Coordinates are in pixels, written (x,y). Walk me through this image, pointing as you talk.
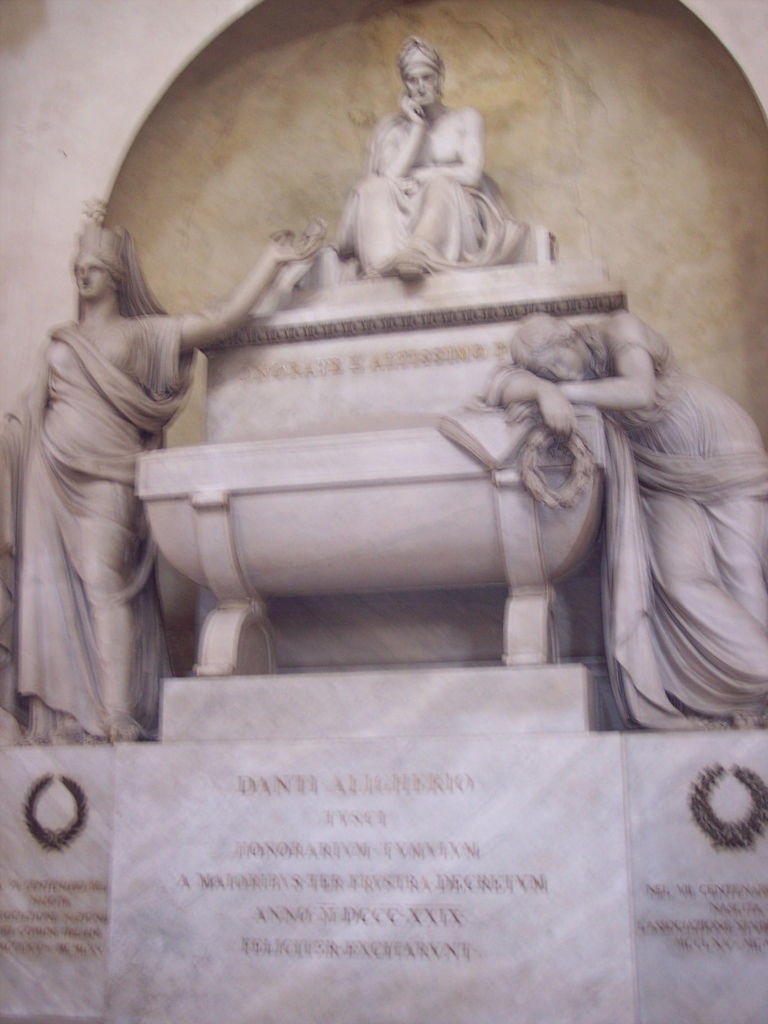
This picture shows few statues (390,229) and we see text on the wall (541,770).
